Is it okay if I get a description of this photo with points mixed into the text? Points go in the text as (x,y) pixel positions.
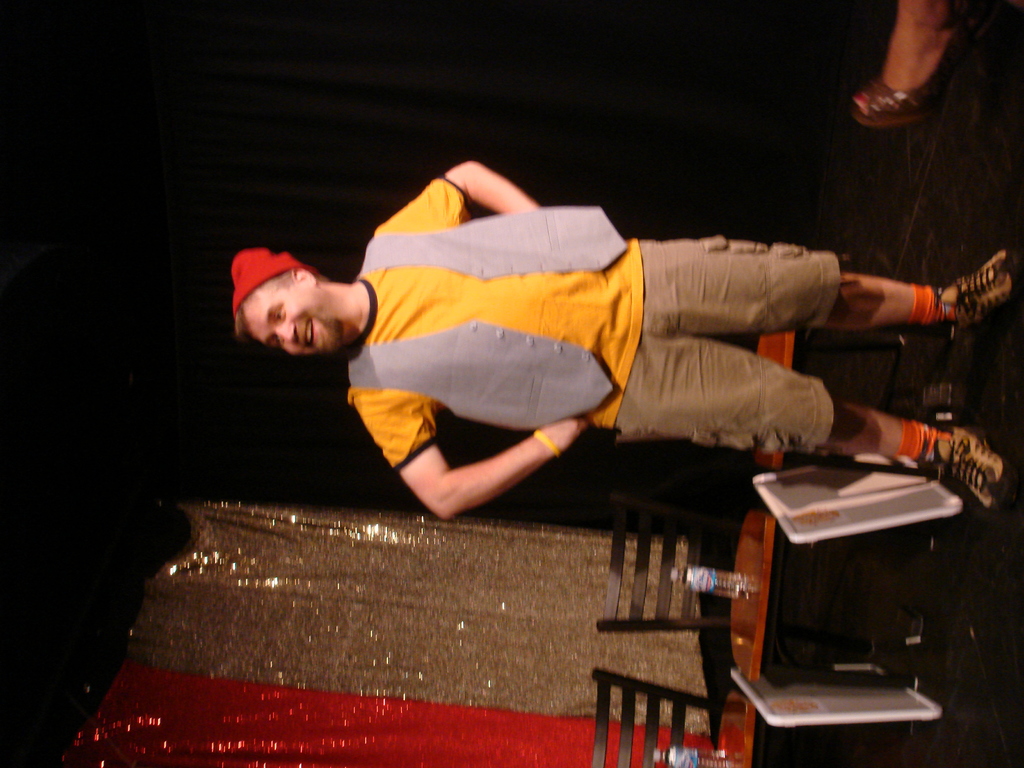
In the picture we can see a man (970,305) standing on the floor (1023,401), he is with yellow T-shirt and keeping his hands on his hip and he is with red cap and looking a side and behind him we can see three chairs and behind it we can see a curtain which is brown and red in color which is shining and near to the man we can see a foot (881,103) of a woman (908,75) with heel (900,102).
